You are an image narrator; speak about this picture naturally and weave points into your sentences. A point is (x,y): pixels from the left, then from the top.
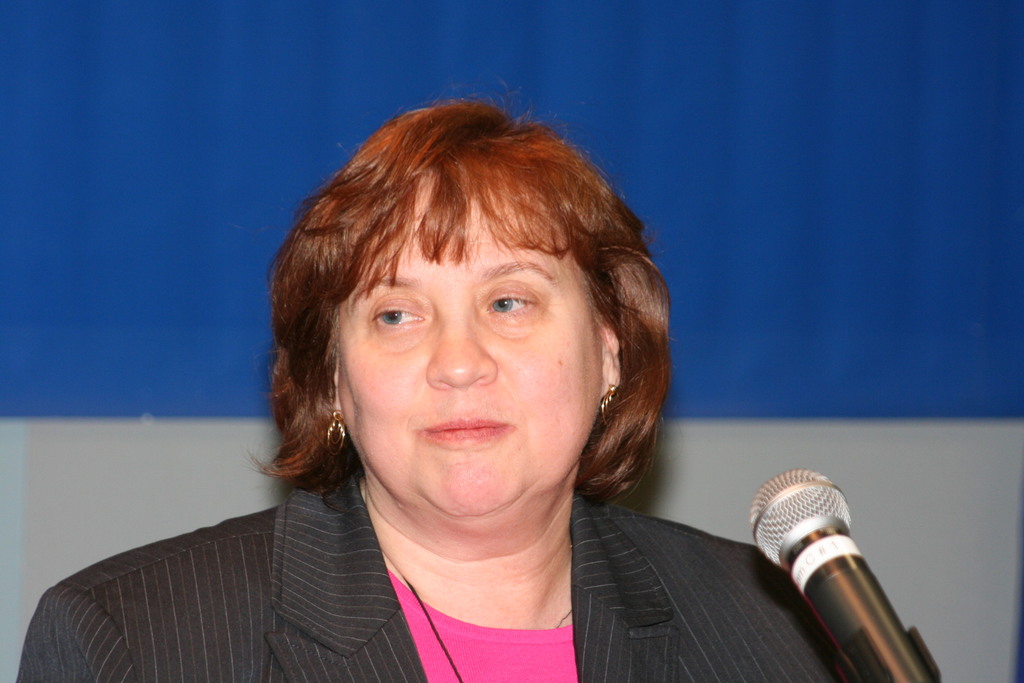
In this image I can see the black and grey color dress (260,594). I can see the mic (823,545) in-front of the person (533,618). And there is a blue and ash color background (155,462).
